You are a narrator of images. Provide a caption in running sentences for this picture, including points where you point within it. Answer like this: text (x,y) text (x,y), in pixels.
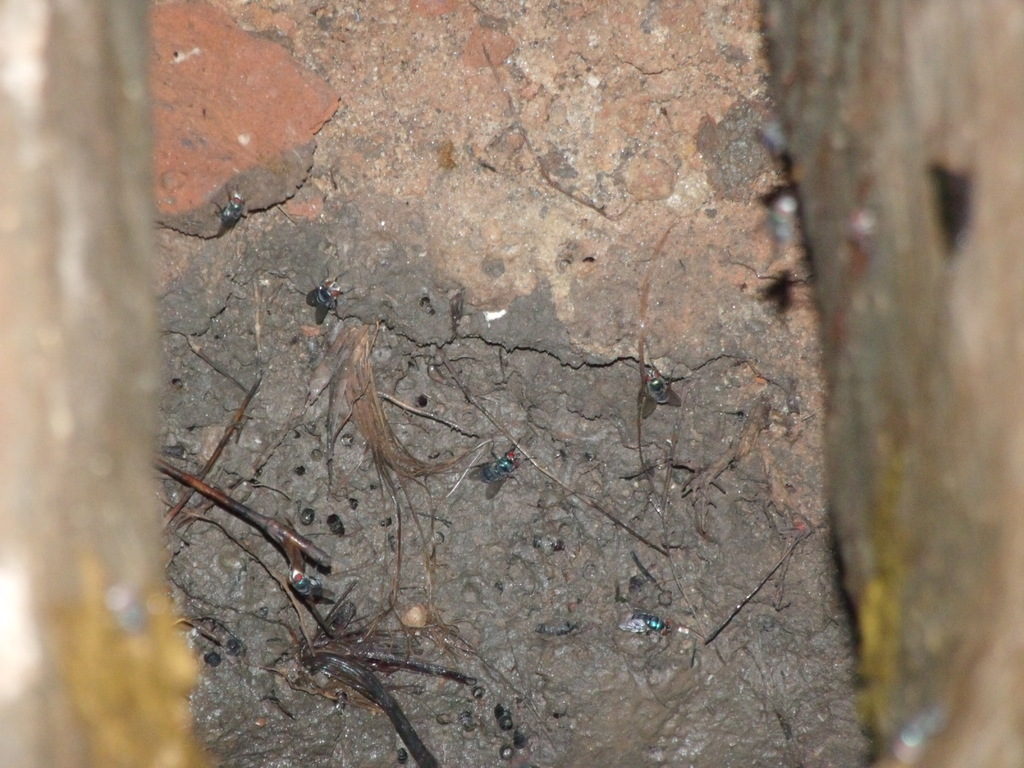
The foreground of the picture (1007,546) is blurred. In the center of the picture (483,495) there are twigs (490,420), house flies (309,292), soil (276,263) and brick (214,112).
